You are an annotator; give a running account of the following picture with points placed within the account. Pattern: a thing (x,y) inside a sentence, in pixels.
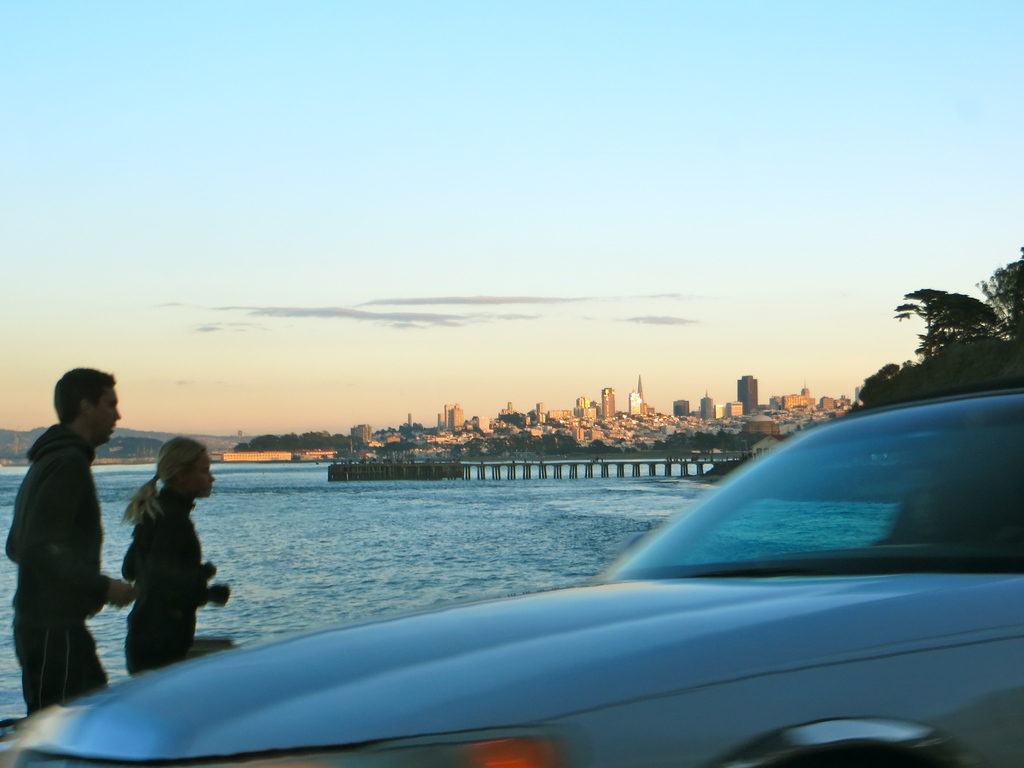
In this image there is a car (938,596) and beside that there are two people (37,690) running and also there is a water (105,481), trees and buildings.
